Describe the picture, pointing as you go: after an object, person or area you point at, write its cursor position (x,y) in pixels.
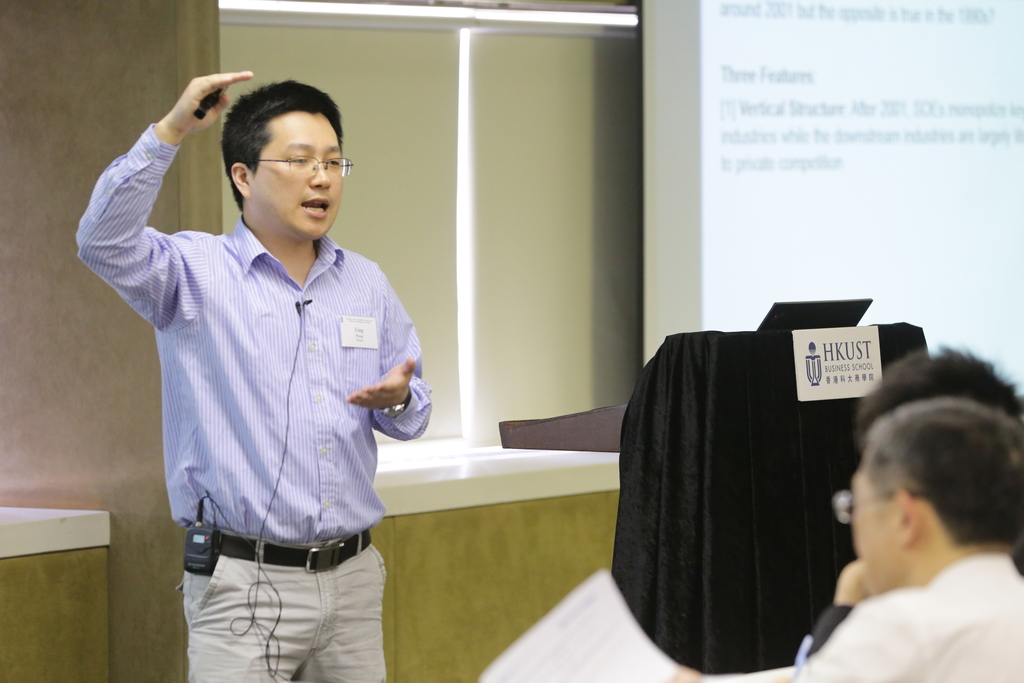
In front of the image there are people (970,478) sitting. Beside them there is a podium (732,382). On top of it there is a laptop (827,326) and a board (820,382). There is a person (285,313) standing and he is holding some object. In the background of the image (809,233) there is a screen (803,248). There is a window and a wall (108,602).
